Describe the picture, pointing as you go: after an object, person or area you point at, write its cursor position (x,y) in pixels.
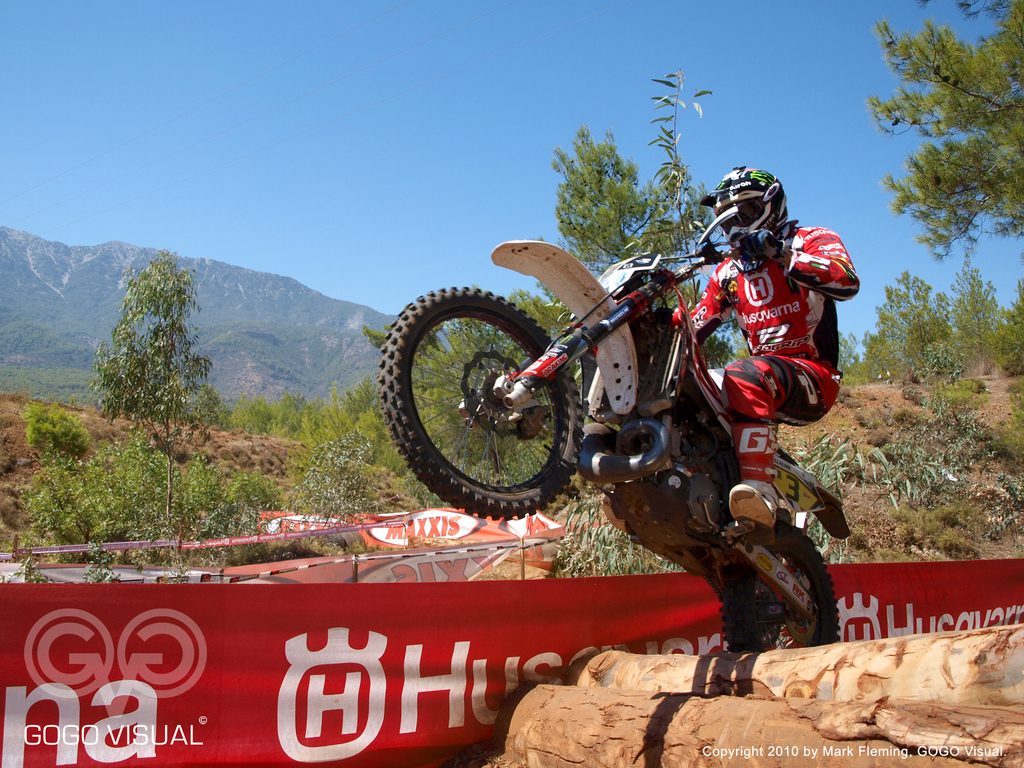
In this image I can see a person (770,348) wearing red, white and black colored dress (783,330) and black color helmet (765,213) is riding a motor bike (692,443). I can see the brown colored object (708,693), the red and white colored banner (292,666) and few trees (131,489). In the background (252,311) I can see a mountain (263,299) and the sky (338,96).
